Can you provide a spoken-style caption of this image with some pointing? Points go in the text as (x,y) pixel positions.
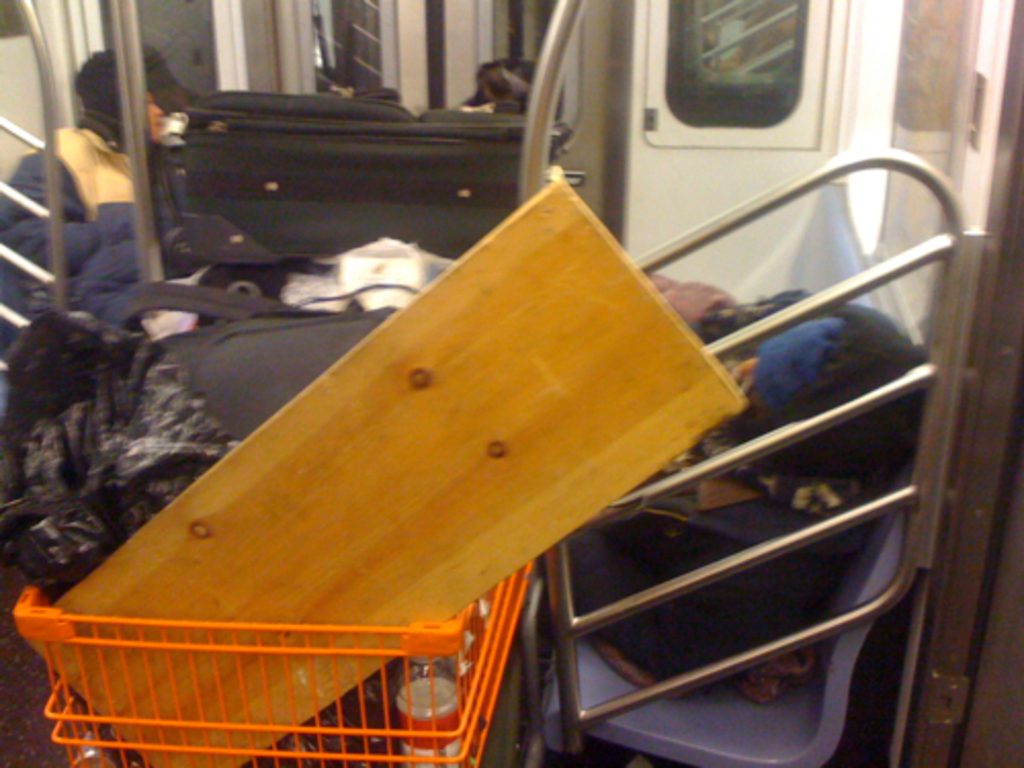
This is the inside view of a metro train (963,67). Here we can see a wooden piece (380,590), water bottle (438,722) and some other objects (396,718) in the cart (369,732) and we can also see luggage bags (392,172), two persons (106,277) sitting on the seats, window (767,20), poles (134,151) and doors (508,41).
